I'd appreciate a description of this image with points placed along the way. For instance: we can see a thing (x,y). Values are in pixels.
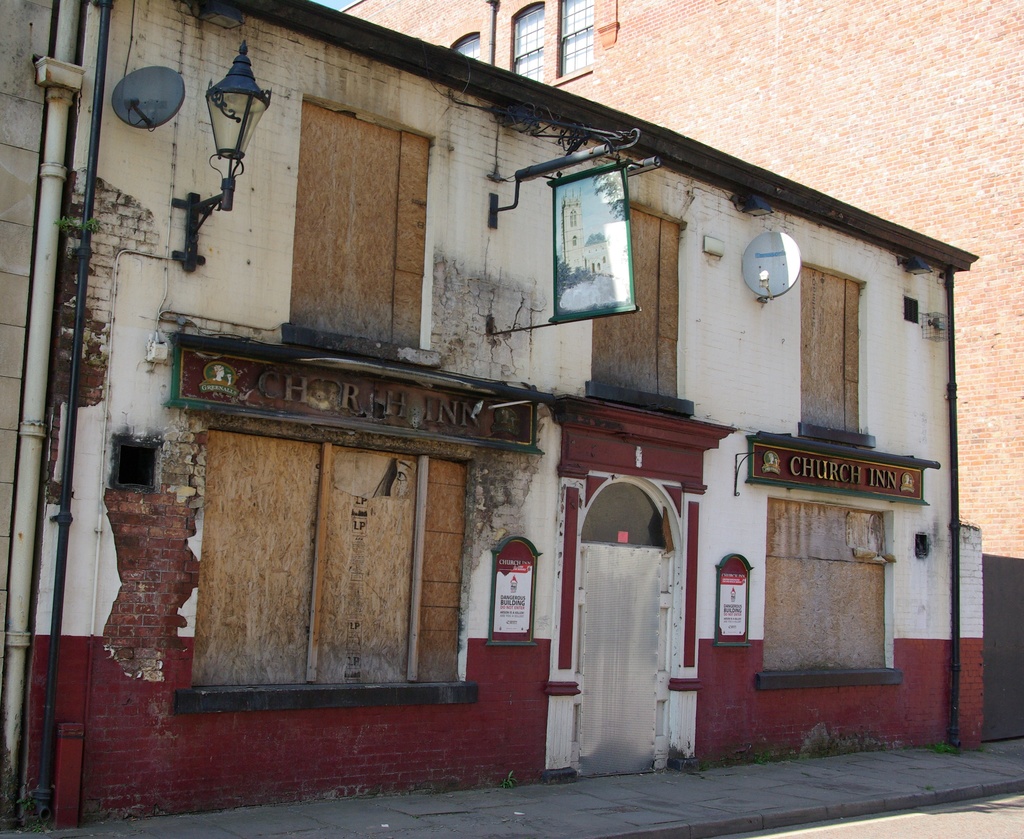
At the center of the image (467,462) there is a building (797,231) with red bricks (828,156). On the building (306,267) there is a lamp (238,129) and some banner (601,210). In front of the building (625,741) there is a road (972,817).
